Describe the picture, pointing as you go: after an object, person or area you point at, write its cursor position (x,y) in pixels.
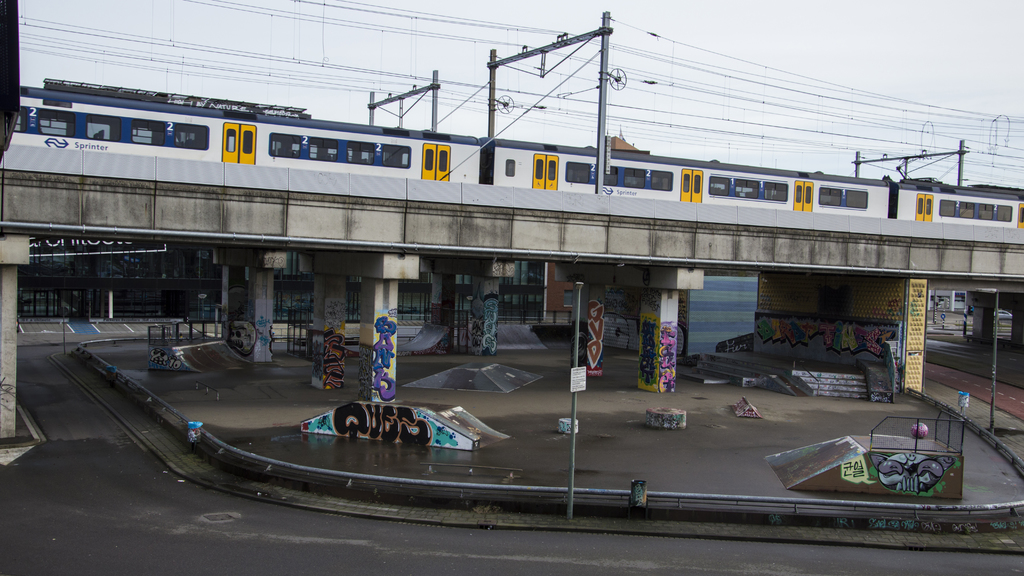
In this image, we can see the road (179,483), there is a bridge (447,215) and we can see the train (909,203) on the bridge (359,198), we can see some poles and cables (453,108), there are some pillars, at the top (550,94) there is a sky (555,77).
